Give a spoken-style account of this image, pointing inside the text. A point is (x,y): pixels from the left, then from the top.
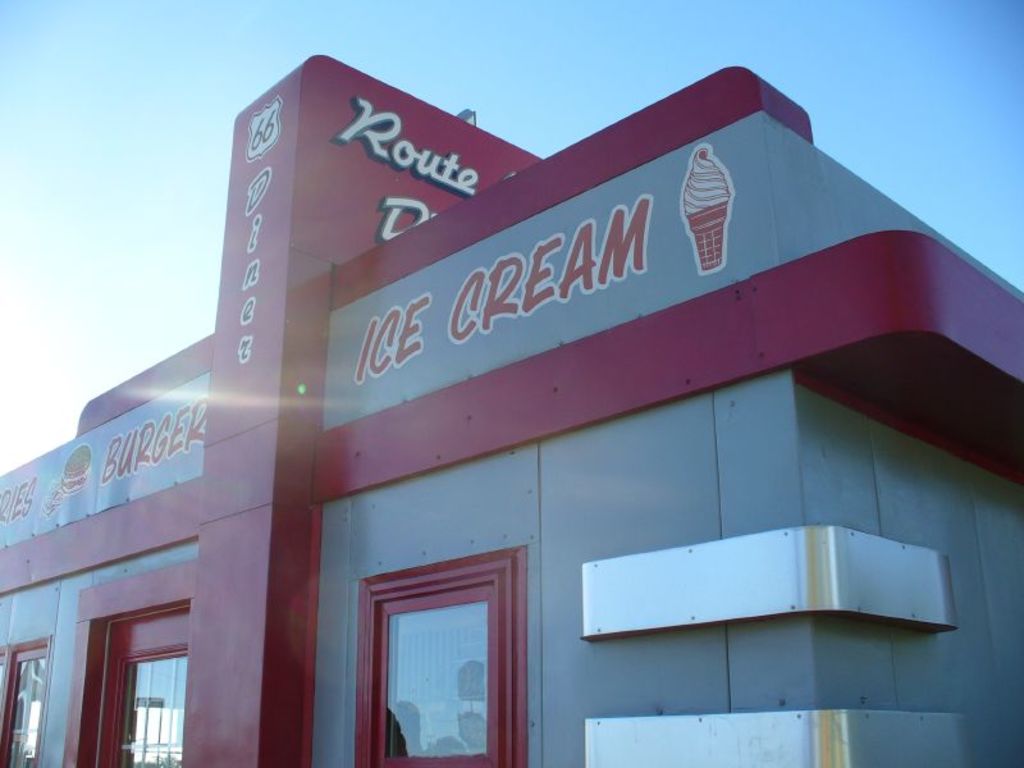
In this picture we can see a building (261,367), and we can find some text (413,344) on the building (381,339).
